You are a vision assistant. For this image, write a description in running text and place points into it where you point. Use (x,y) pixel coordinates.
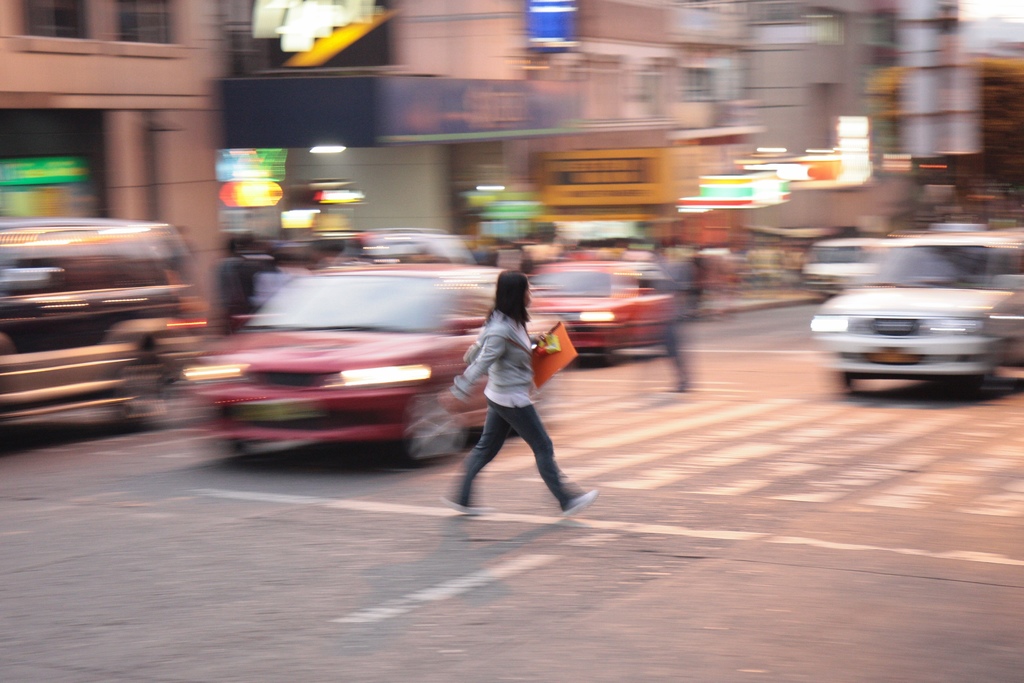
In this picture we can observe a person (504,427) walking on the road (533,502). There are some cars (539,324) moving on this road (808,448). In the background (598,105) there are some buildings (648,108) and lights (754,191).
